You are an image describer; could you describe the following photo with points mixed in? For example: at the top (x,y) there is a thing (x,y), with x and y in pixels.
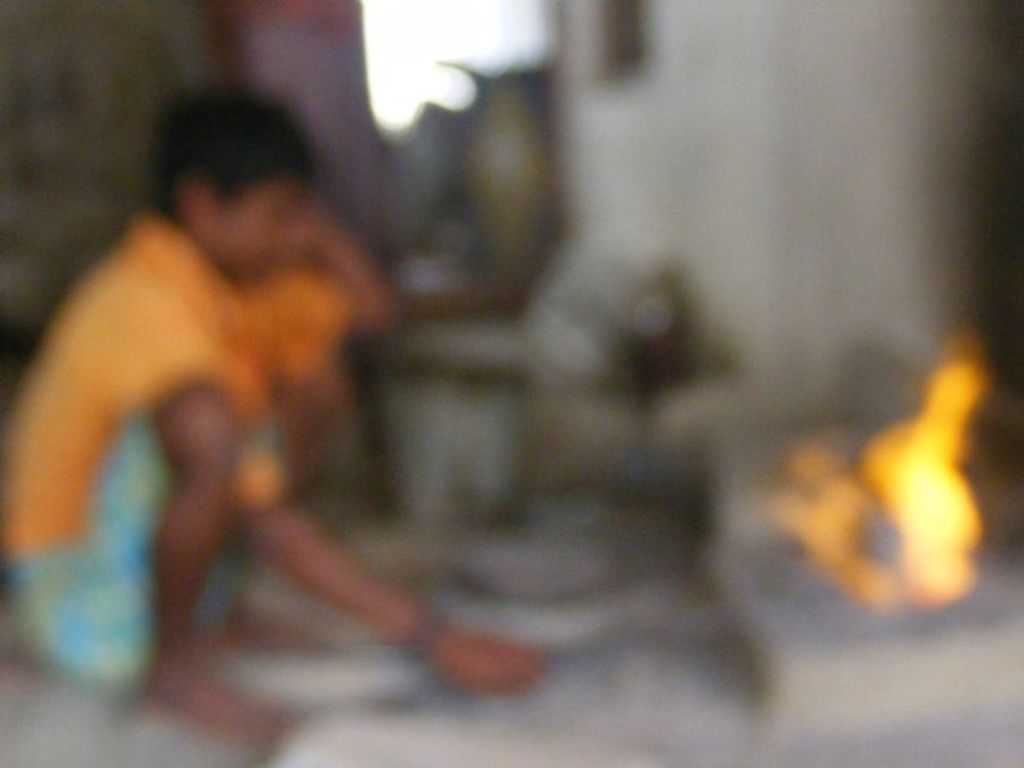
On the left side (275,367) there is a boy (275,223) who is in a squat position and holding a sticks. On the right (912,518) we can see a fire (908,498). On the top (512,13) there is a window (427,13). Here we can see some objects (491,333).
